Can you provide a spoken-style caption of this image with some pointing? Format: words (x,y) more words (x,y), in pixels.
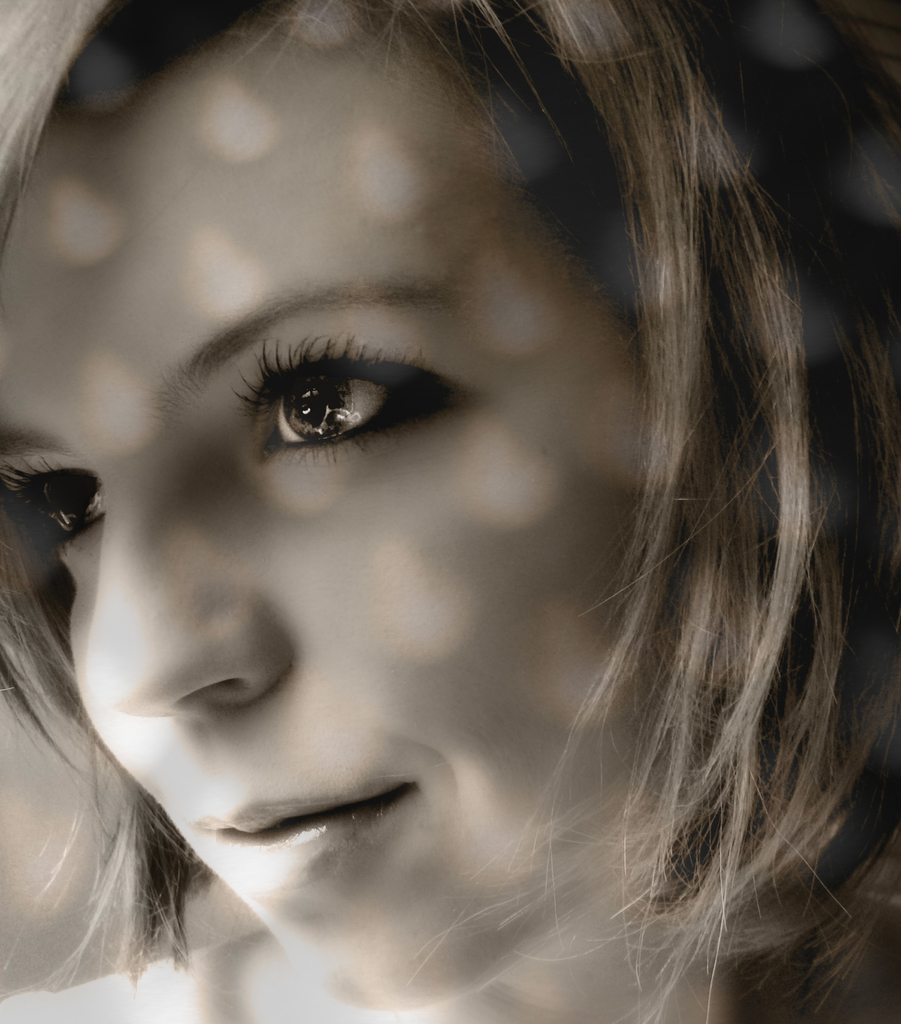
In this picture we can see a person (730,440).
